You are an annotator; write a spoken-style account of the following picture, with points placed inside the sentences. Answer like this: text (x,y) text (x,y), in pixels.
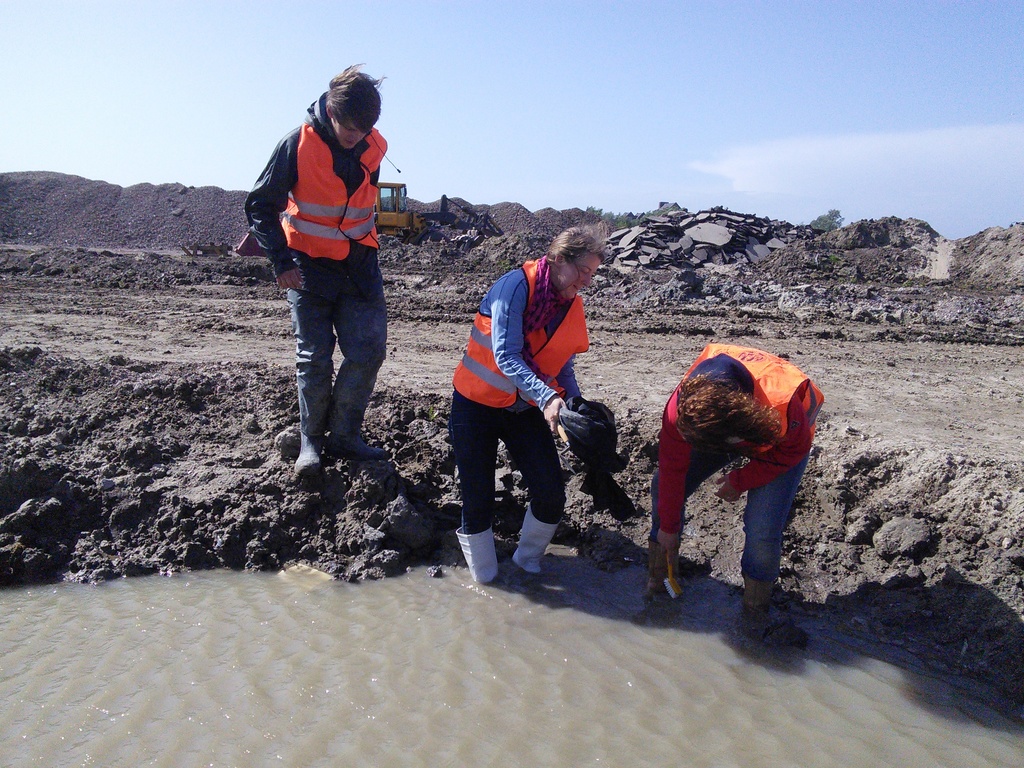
In this picture there are two persons (589,236) standing and holding the objects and there is a person (264,180) standing. In the foreground (448,591) there is water (555,673). At the back (169,347) there is mud (148,411) and there is a vehicle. At the top (463,79) there is sky (686,80) and there are clouds (854,147).
